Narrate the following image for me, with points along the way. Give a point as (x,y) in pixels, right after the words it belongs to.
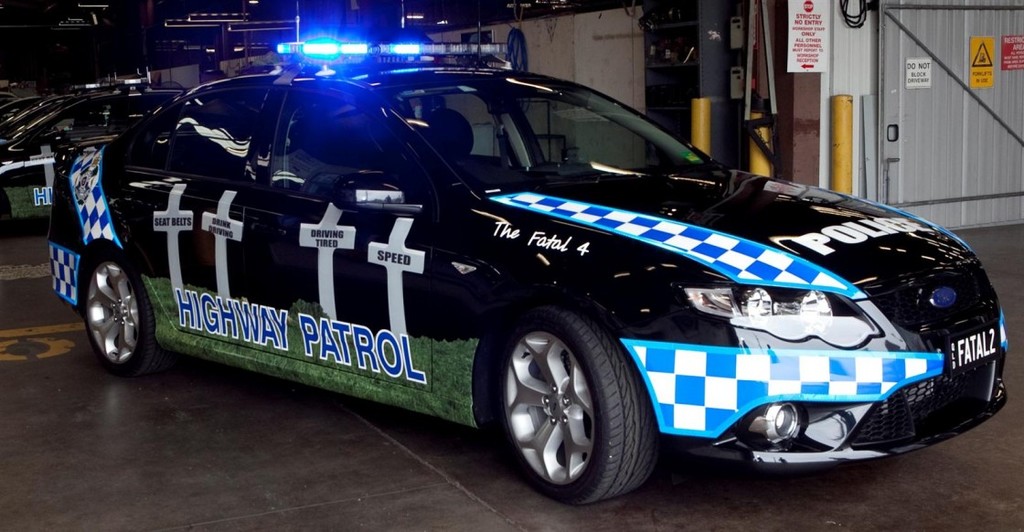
In this image, we can see vehicles (168,164) beside the wall (626,76). There is a gate (921,113) in the top right of the image (976,150).
